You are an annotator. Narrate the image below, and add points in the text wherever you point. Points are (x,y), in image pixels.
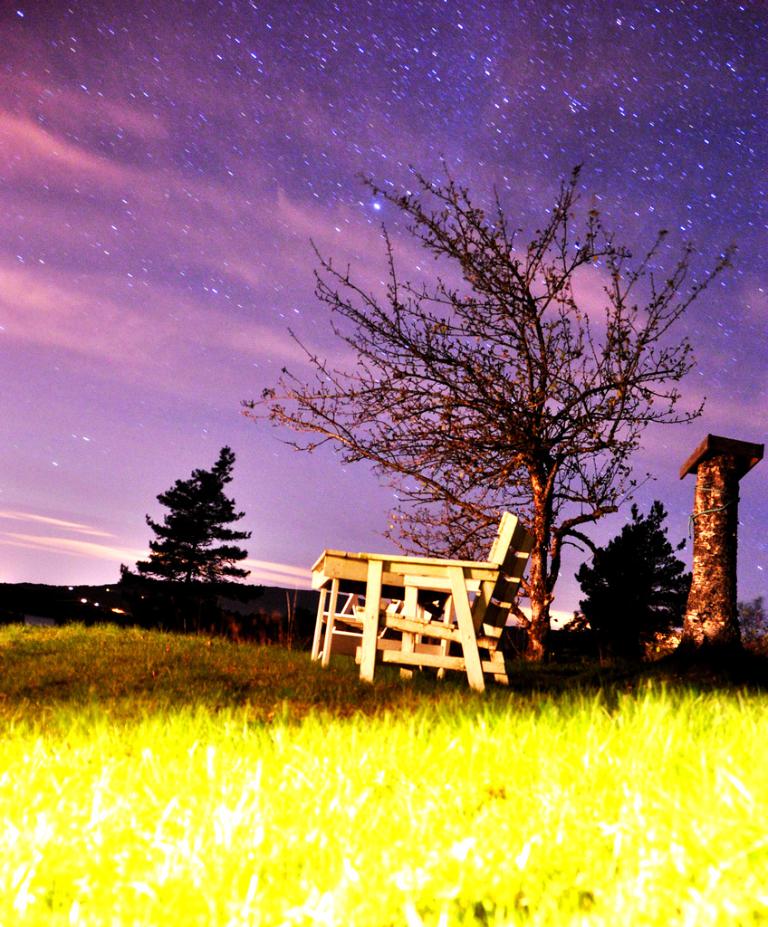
In this image there is a wooden bench (417,601) on the grass surface (230,678), behind the wooden bench (375,606) there is a post (698,553), in the background of the image (666,594) there are trees (624,568), at the top of the image (481,93) there are stars (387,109) in the sky (356,356).
